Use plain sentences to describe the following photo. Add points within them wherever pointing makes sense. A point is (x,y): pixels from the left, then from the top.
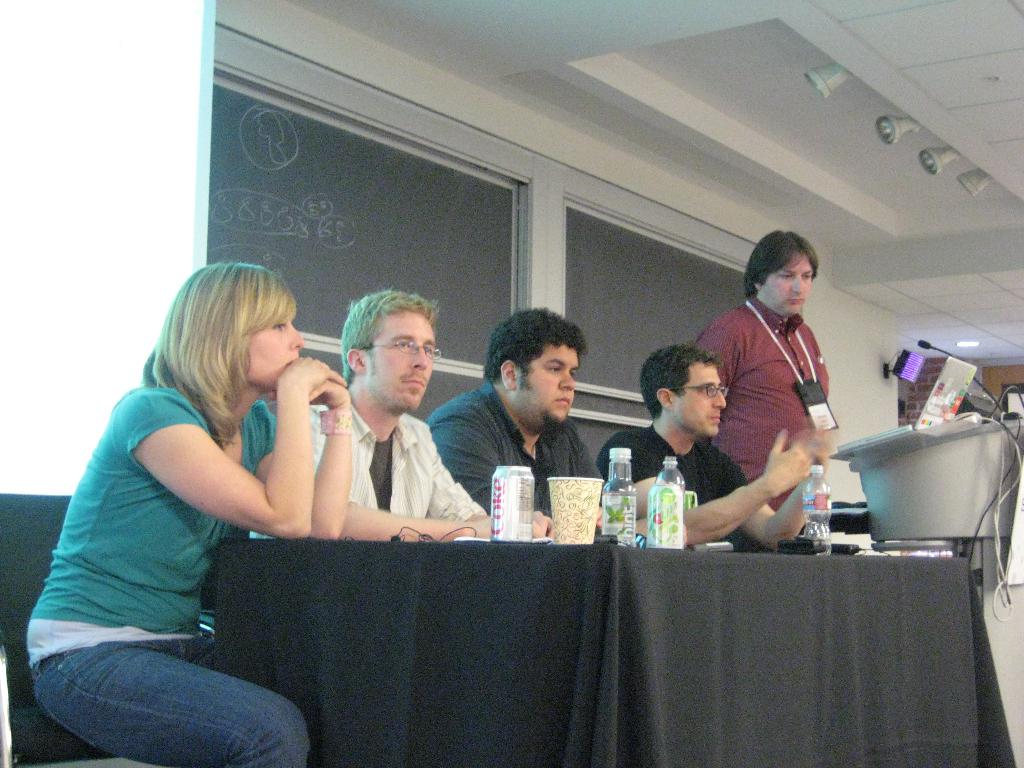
This image is taken inside the room (508,666). At the background (328,158) there is a wall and chalkboards (581,285). At the top of the image (634,39) there is a ceiling (1008,47) with lights (883,132). In the middle of the image (523,498) there is a table (572,637) with cloth (555,602) on it and there are few things (602,535) on it. In this image there were five people (205,325), four men (379,474) and one woman (189,486) with four sitting and one standing.
